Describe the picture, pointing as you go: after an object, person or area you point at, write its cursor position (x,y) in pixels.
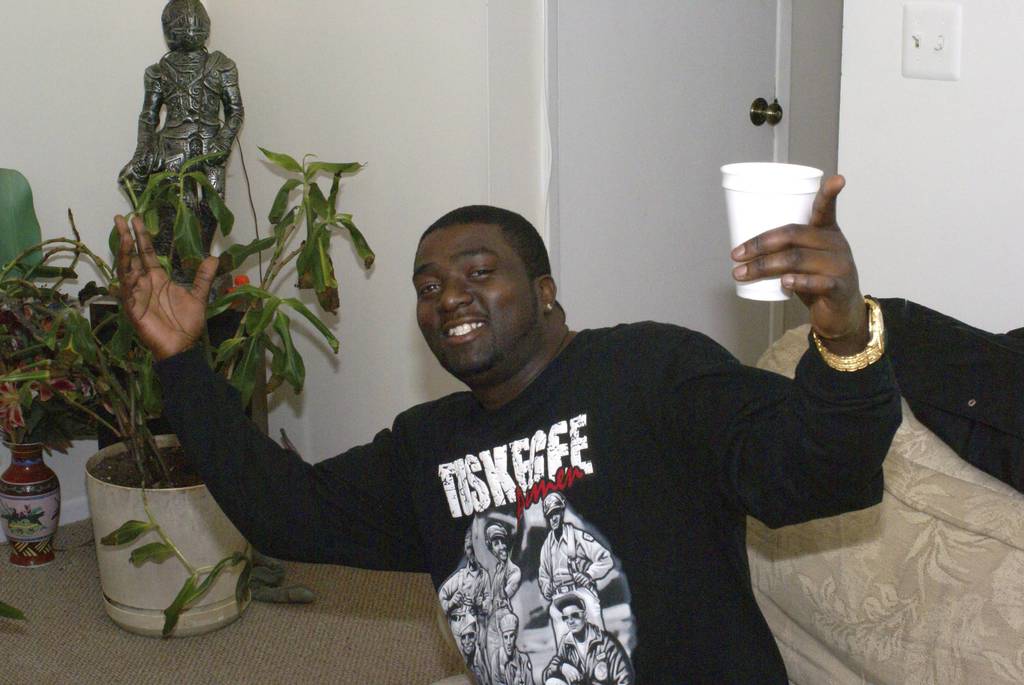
In this image there is a man (548,431) towards the bottom of the image (523,494), he is holding a glass (752,206), there is an object (967,421) towards the right of the image (966,536), there is a wall (922,139) towards the right of the image (981,146), there is a floor mat (360,620) towards the bottom of the image (285,641), there are flower pots (176,573) on the mat (89,529), there are plants (41,301), there is a sculpture (196,273) towards the top of the image (179,95), there is a door (670,122) towards the top of the image (641,111), at the background of the image (403,187) there is a wall (356,138).
